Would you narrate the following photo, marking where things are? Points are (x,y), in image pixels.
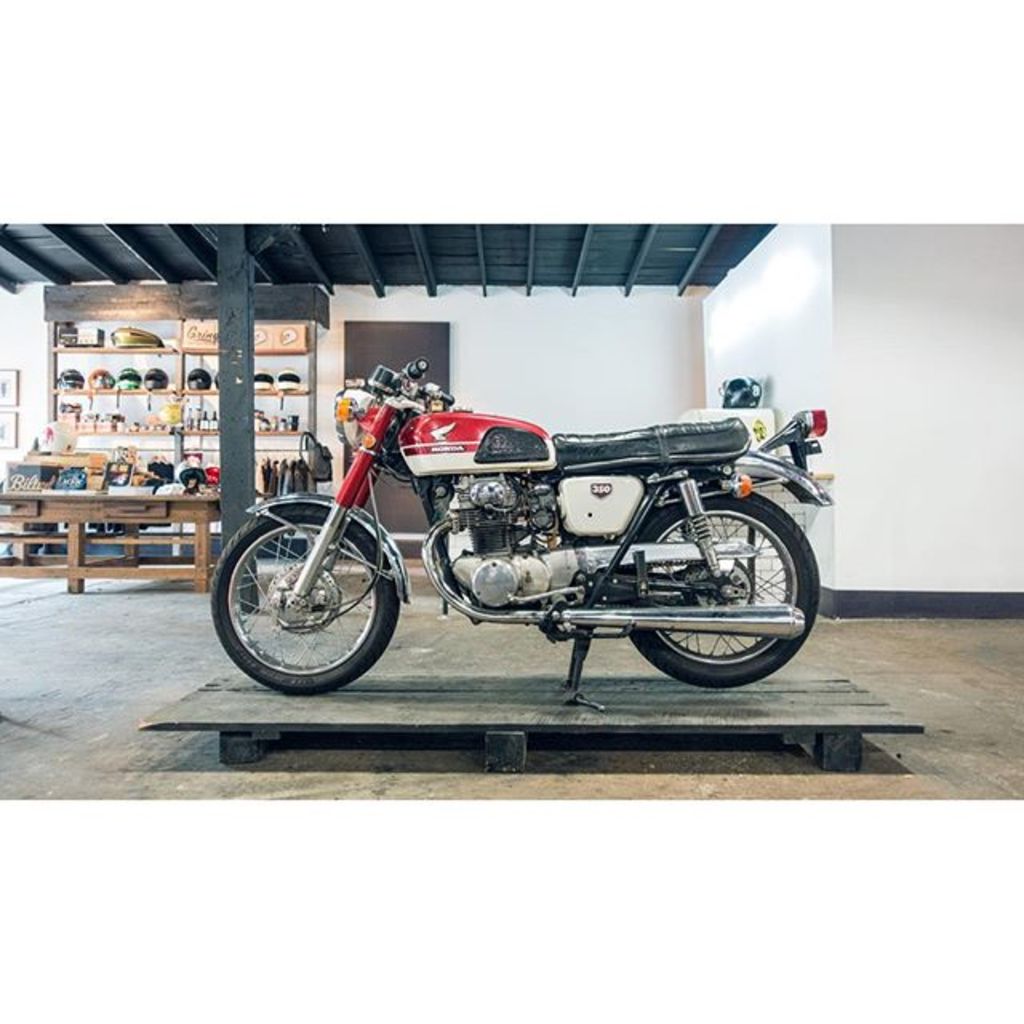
In the center of the image (563,489) we can see bike (443,535) on the floor (784,752). In the background (742,389) we can see helmets (154,384) and some objects (213,427) arranged in shelves (182,442), door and wall (566,378).
